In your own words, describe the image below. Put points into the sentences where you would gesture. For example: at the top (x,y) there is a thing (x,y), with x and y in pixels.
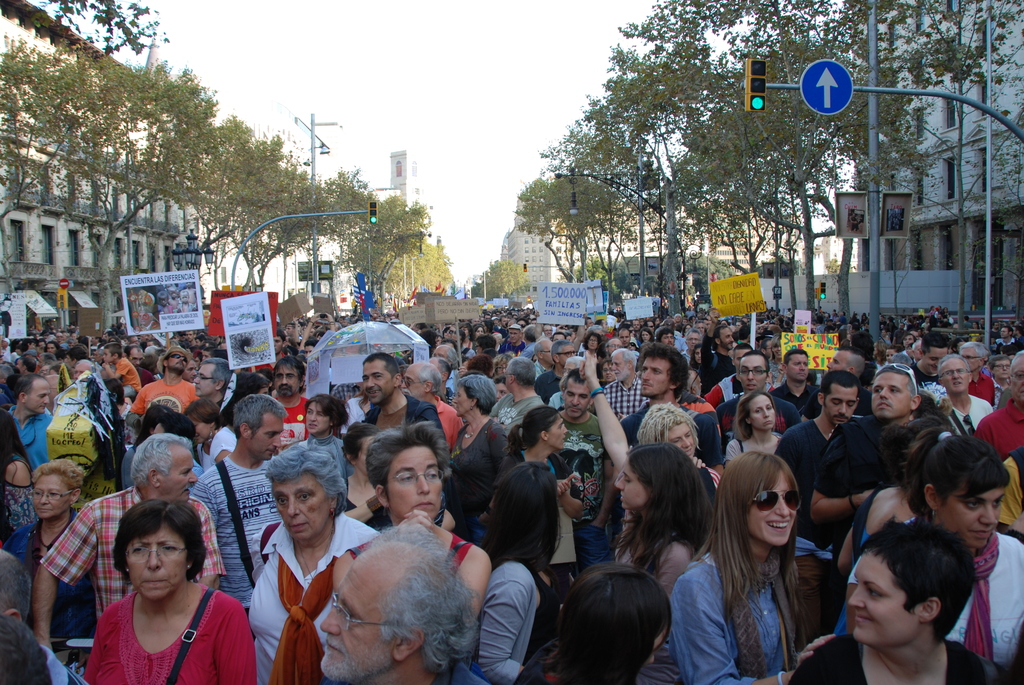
In front of the image there are people (475,389) holding the placards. There are traffic lights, directional boards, light poles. In the background of the image (281,198) there are buildings (982,166), trees (768,183). At the top of the image (541,102) there is sky (546,145).
